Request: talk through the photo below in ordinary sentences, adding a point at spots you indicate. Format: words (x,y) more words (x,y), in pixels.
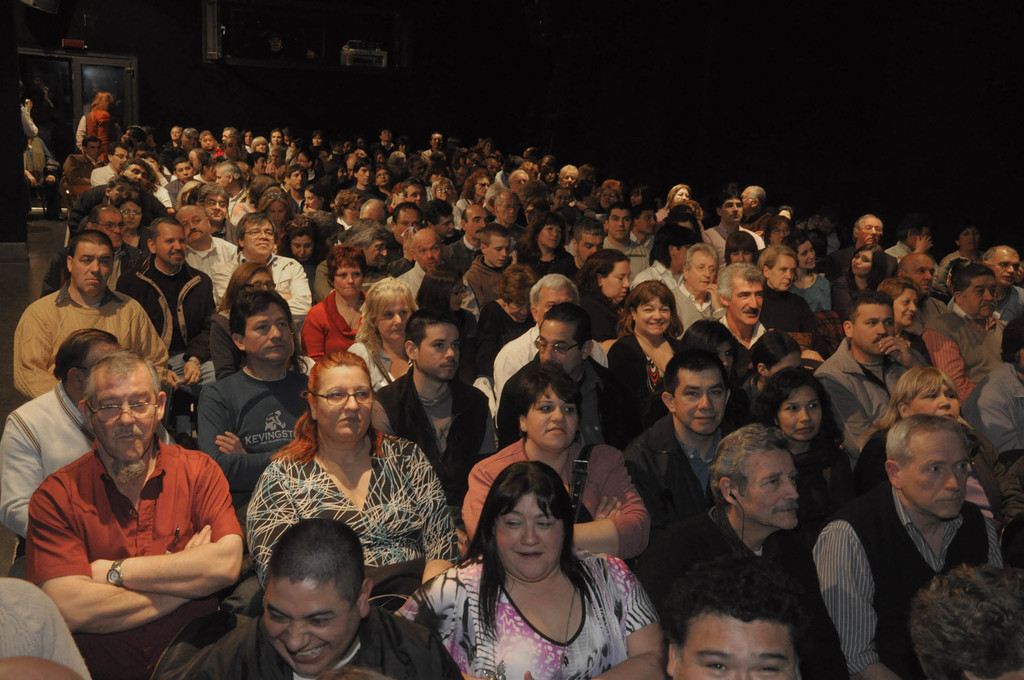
Many people (585,514) are seated. Few people (90,125) are standing at the back (23,127). There is a door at the back (59,94) and the background (986,125) is blurred.
